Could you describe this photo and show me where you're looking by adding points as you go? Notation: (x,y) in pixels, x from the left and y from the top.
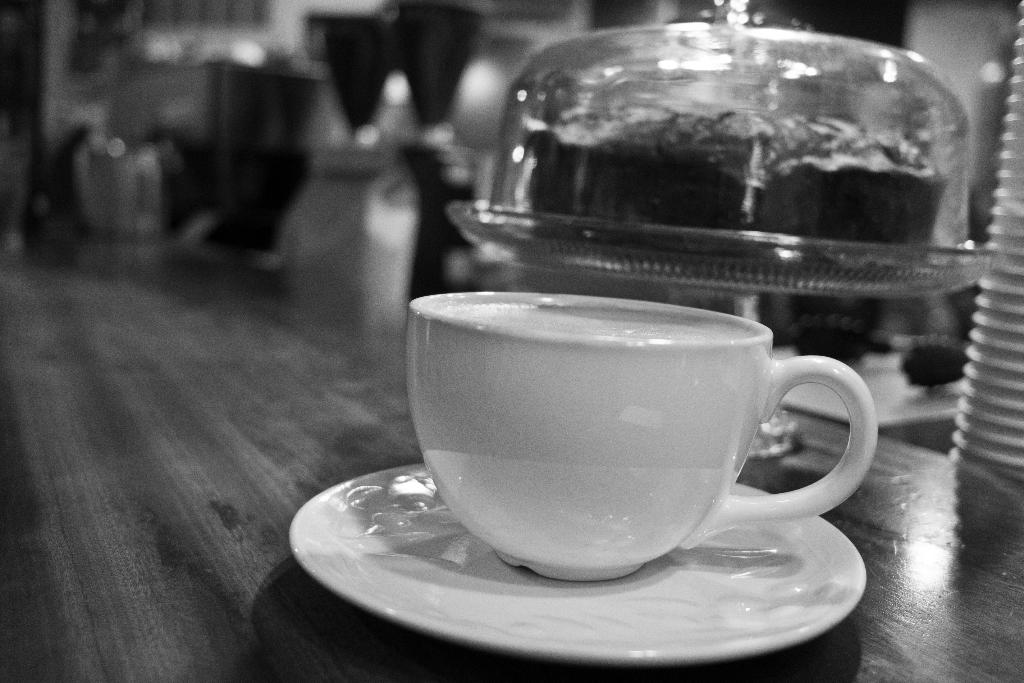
In this image there is a cup (482,496), saucer (353,531), bowl (593,90), plate (858,290) in the table (115,522).
